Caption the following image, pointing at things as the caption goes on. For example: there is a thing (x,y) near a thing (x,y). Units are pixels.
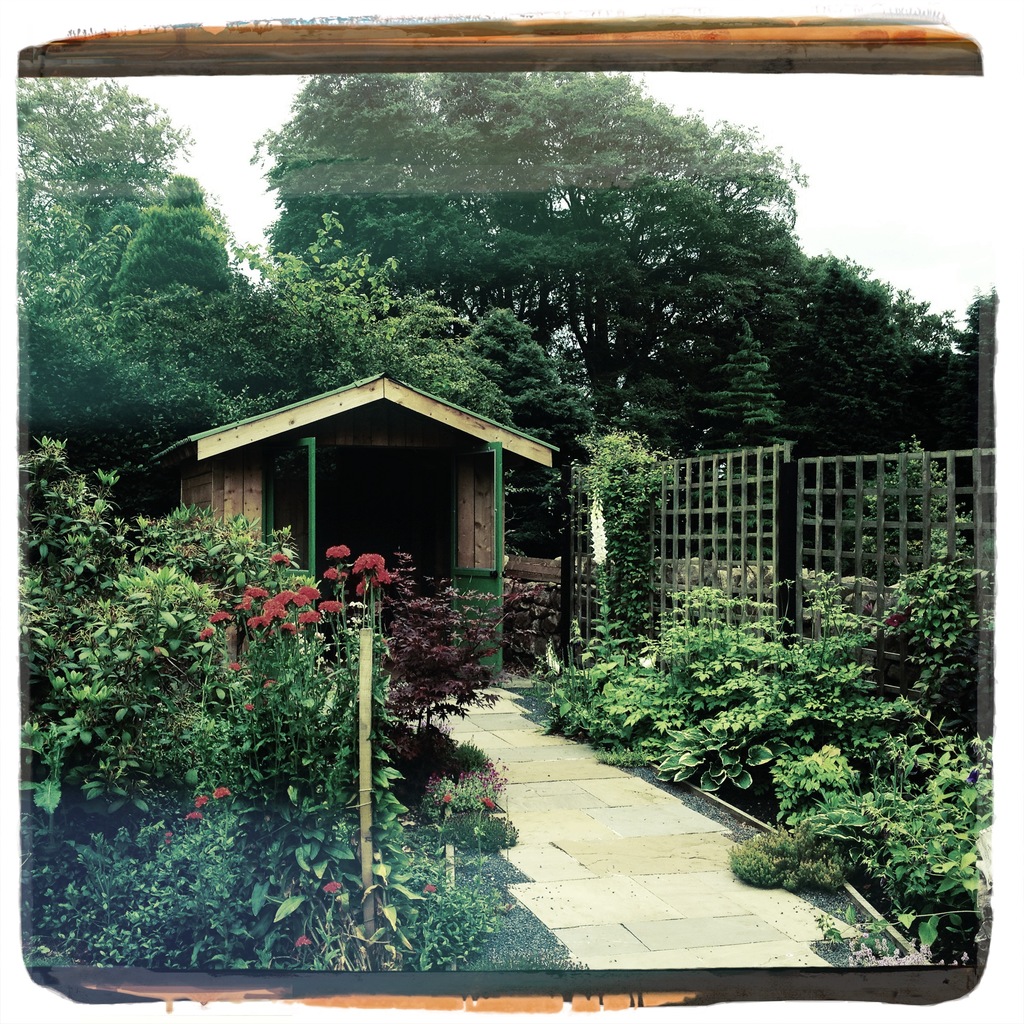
In the picture we can see the view of the garden (830,846) with plants (247,540) and flowers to it in the middle of the plants (506,838) we can see the pathway (502,771) with tiles (566,774) and a wooden house (326,471) with green color doors (452,521) to it and behind the house (490,578) we can see some trees (656,342) and a part of the sky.
